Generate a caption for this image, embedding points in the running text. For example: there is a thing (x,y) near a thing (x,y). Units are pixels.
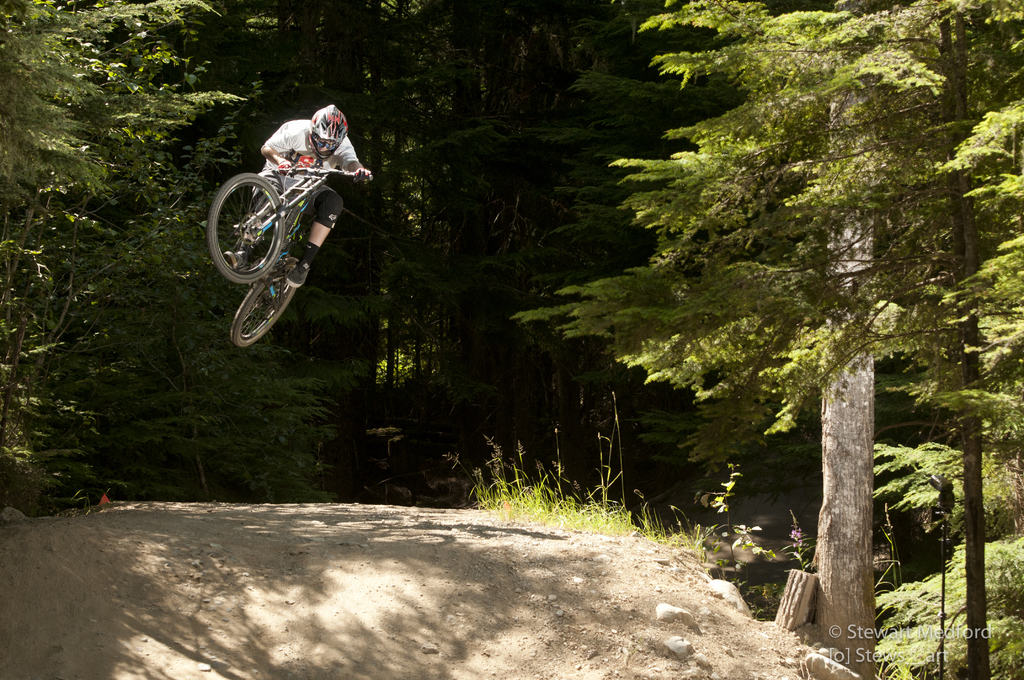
In this image we can see a person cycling and behind him there are trees (895,356) and plants (921,459), at the bottom right corner of the image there is some text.
